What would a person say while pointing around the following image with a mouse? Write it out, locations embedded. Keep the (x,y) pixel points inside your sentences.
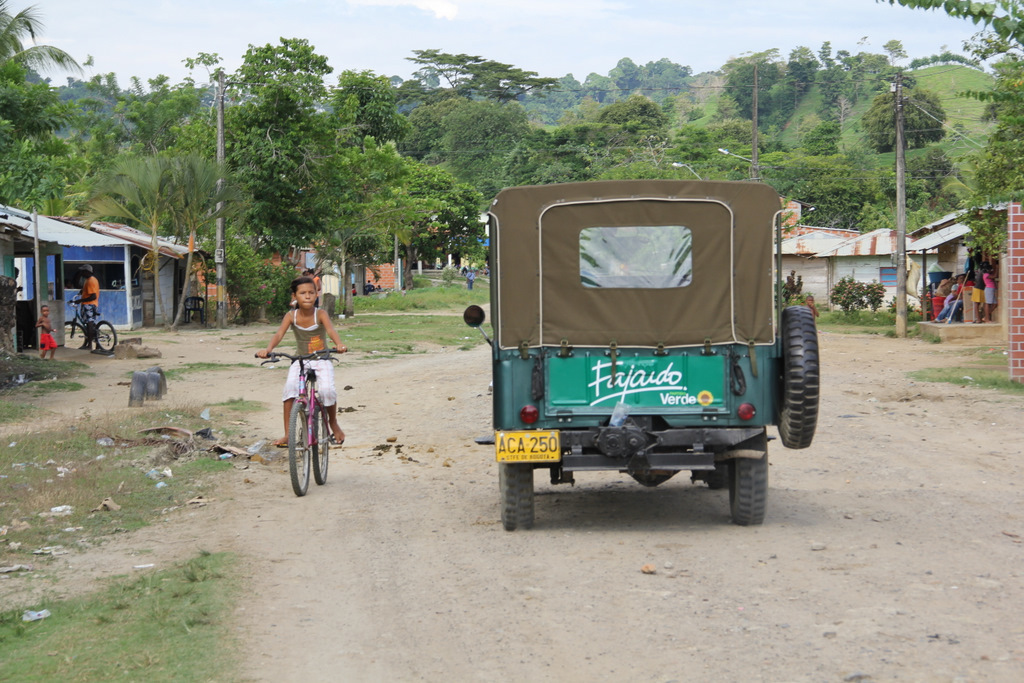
In this image we can see there is a jeep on the road (450,426) and small girl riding bicycle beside that, also there are electrical poles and buildings (1010,350) beside where people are standing, behind them there are so many trees (565,143).
